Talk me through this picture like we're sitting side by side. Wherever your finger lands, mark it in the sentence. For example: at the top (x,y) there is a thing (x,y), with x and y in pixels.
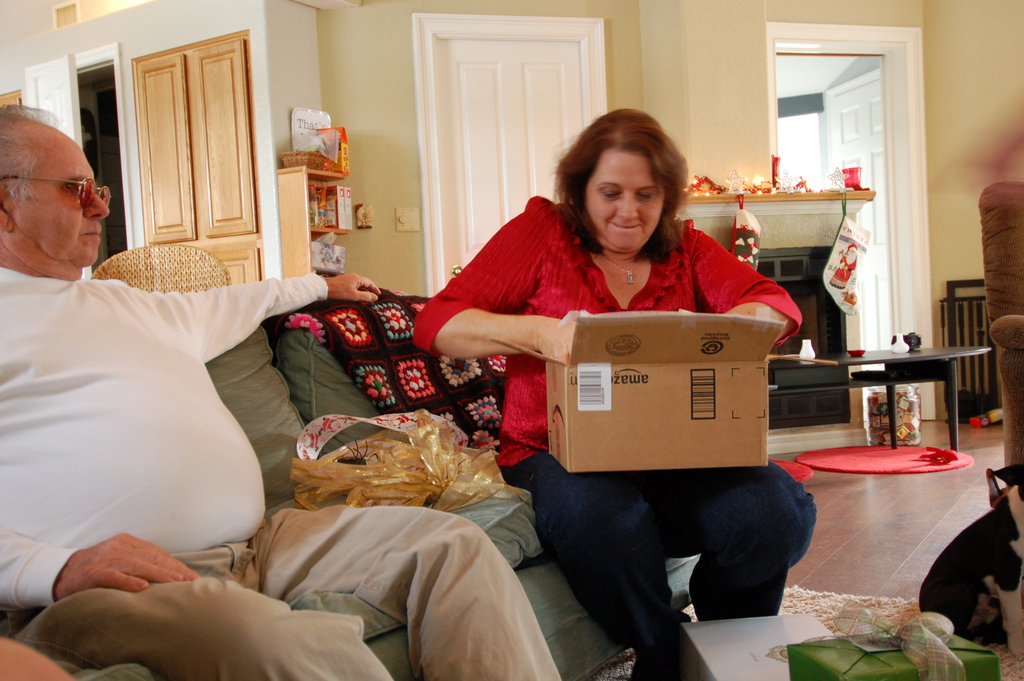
In the picture I can see a woman (553,246) wearing red color dress (510,431) is sitting on the sofa (493,444) by holding a cardboard box (562,425). On the left side of the image (205,531), we can see a person (212,575) wearing white color T-shirt (158,408) and spectacles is sitting on the sofa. Here we can see a few objects (769,633), we can see a table (821,357), fireplace (819,243), some decorative items (737,256), doors (210,225), chair (132,262) and the wall (378,191) in the background (391,169).
